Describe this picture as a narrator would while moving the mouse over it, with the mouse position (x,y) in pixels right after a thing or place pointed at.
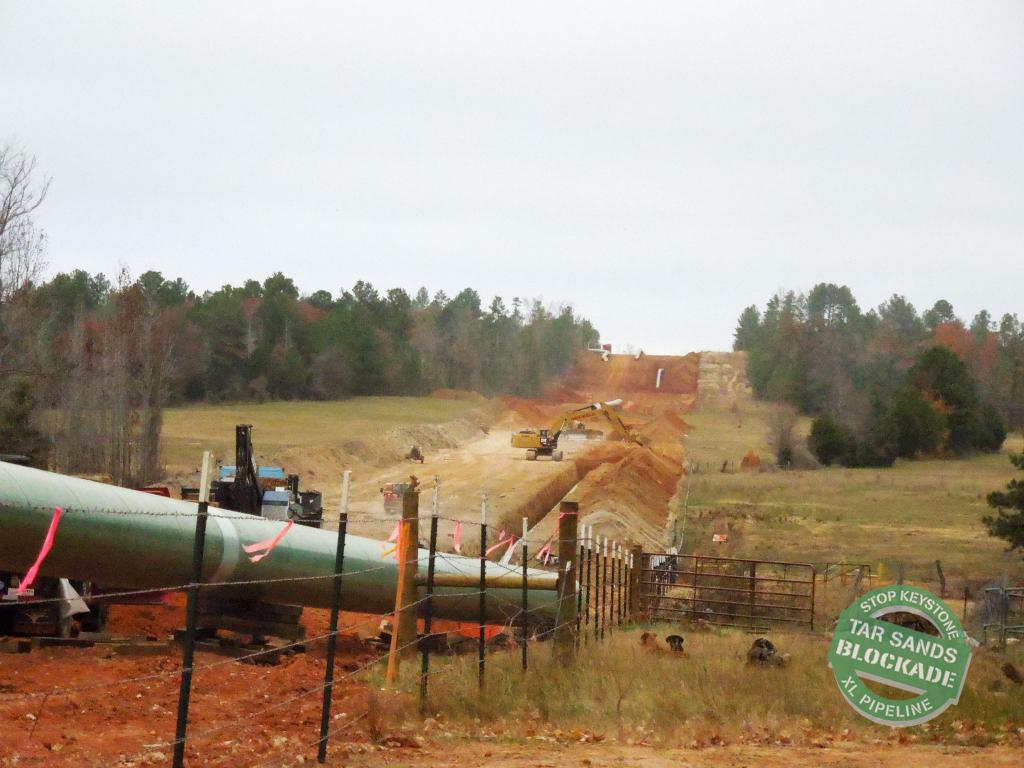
In the given image i can see a vehicle's (300,504), fence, trees (270,315), grass (837,600), sand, plants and in the background (391,119) i can see the sky (294,92).
